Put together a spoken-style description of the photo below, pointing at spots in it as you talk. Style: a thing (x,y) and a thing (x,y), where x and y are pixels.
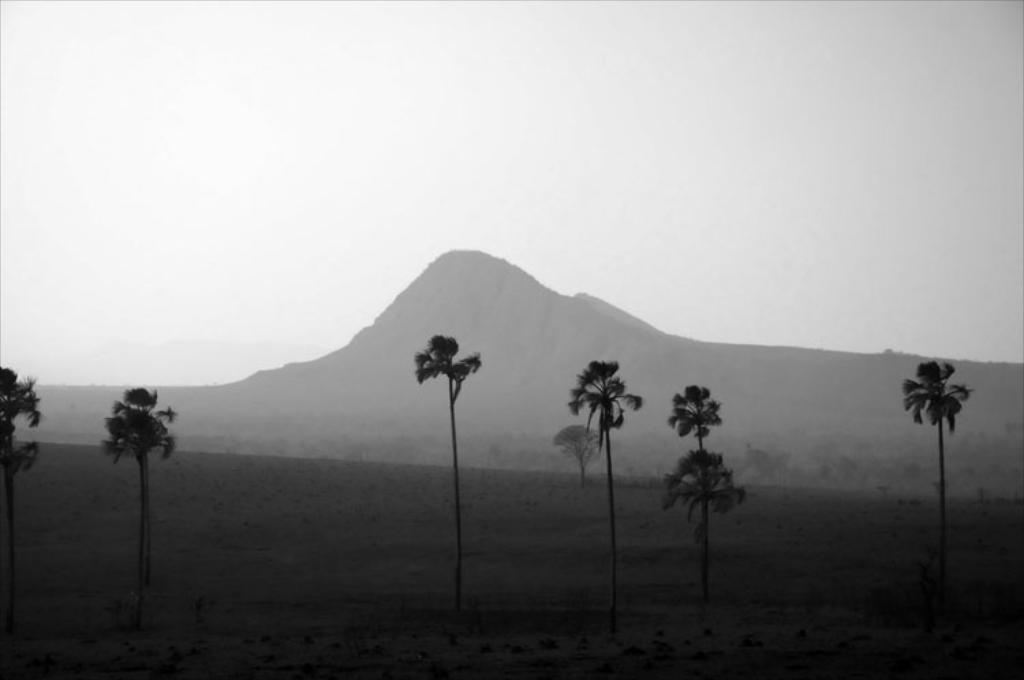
In this picture we can see the black and white photograph of the coconut trees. Behind there is a huge mountain (568,412).
